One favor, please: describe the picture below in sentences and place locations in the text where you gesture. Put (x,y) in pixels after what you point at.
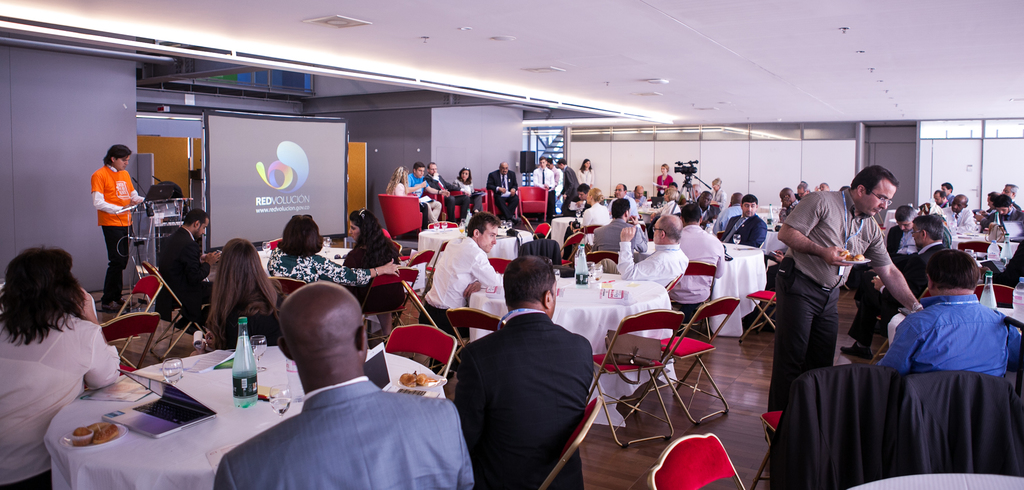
In this image we can see this people (545,343) are sitting on the chairs (527,251) near the table (588,287). We can see a person (117,216) standing at podium (142,245), projector screen (226,193), speaker (524,163) and video camera (695,161).
